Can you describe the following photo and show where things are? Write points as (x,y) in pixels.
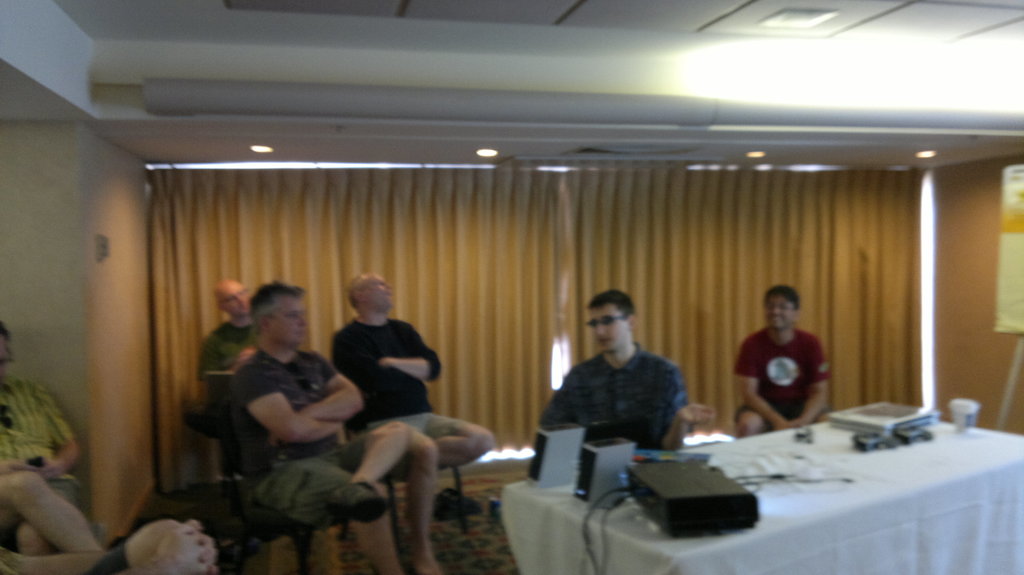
In this image there are people (10,562) and wall (138,225) in the left corner (115,199). There is a table (928,546) with some objects (915,438) on it, chairs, people (277,441) in the foreground (550,508). There is a floor (318,542) at the bottom (445,529). There are curtains (866,348) in the background (859,377). There are lights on roof (132,106) at the top (127,138).
